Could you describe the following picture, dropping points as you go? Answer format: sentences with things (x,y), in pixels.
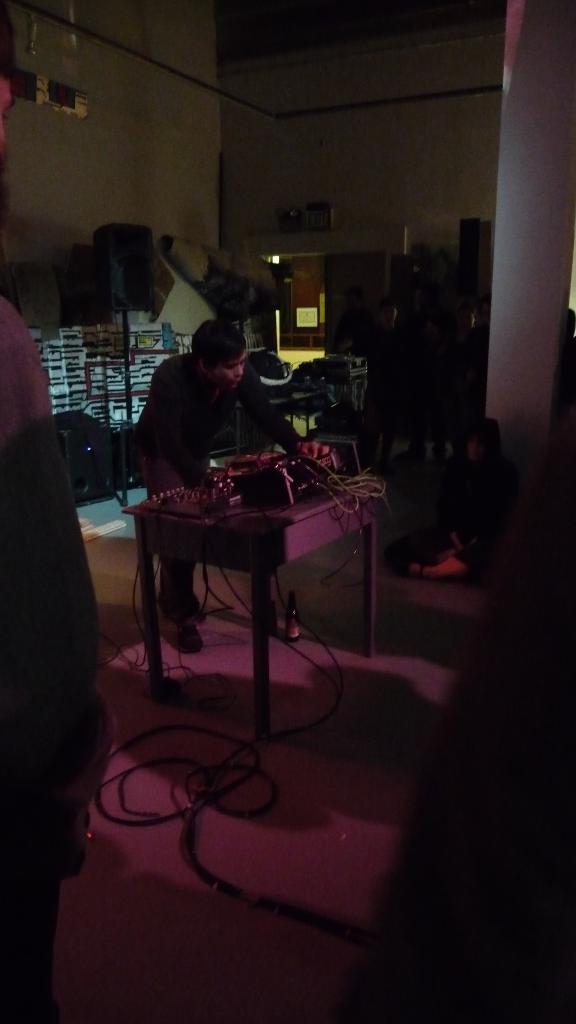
In this image we can see a few people (303,447), there are some electronic objects (199,487) on the table (316,511), there is a bottle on the floor (323,552), there are speakers (143,303), and other objects (126,341), there are posters (140,326) on the wall (160,319), also we can see the pillar (512,253).
